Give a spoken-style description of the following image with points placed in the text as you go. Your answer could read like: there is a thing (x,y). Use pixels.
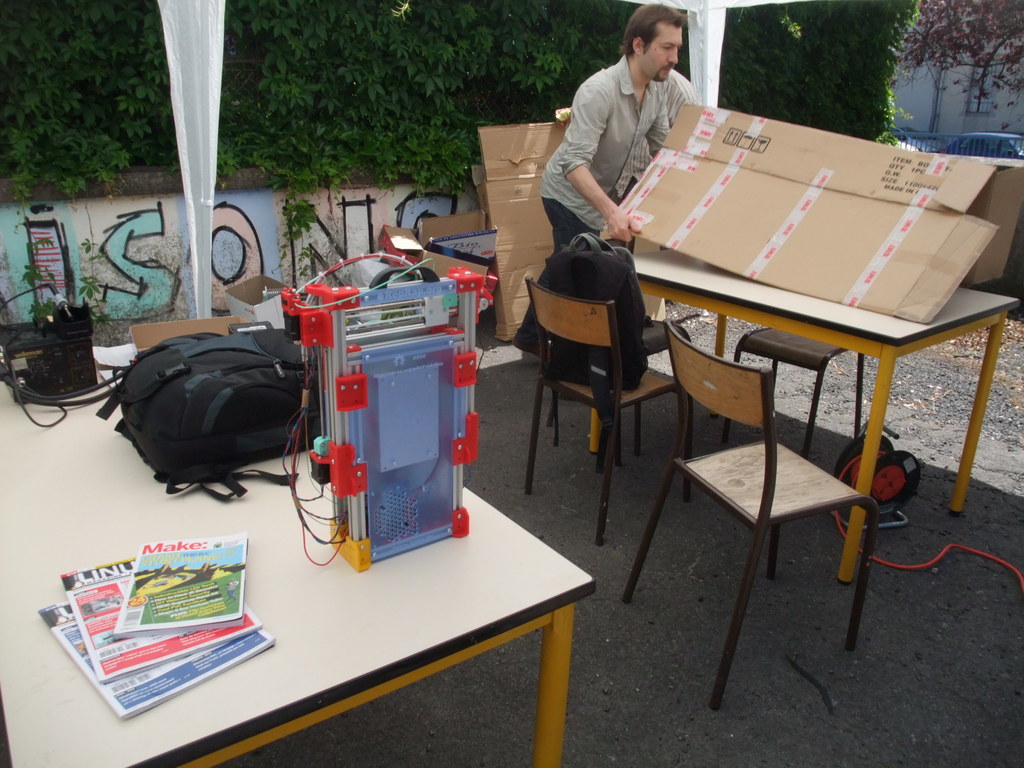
in this image there is a man (577,174) holding the cardboard (770,229) on the table (762,297) there are three chair (757,380), there is a bag (589,265) on the chair (603,309). There are some books (197,624), machine (359,428) and a bag (183,428) on the table (136,491). The background (131,96) there is a wall (161,241), tree (135,115) and a curtain (182,76). Beside the cardboard (878,186) there is a railing (925,144) and a car (955,138).
